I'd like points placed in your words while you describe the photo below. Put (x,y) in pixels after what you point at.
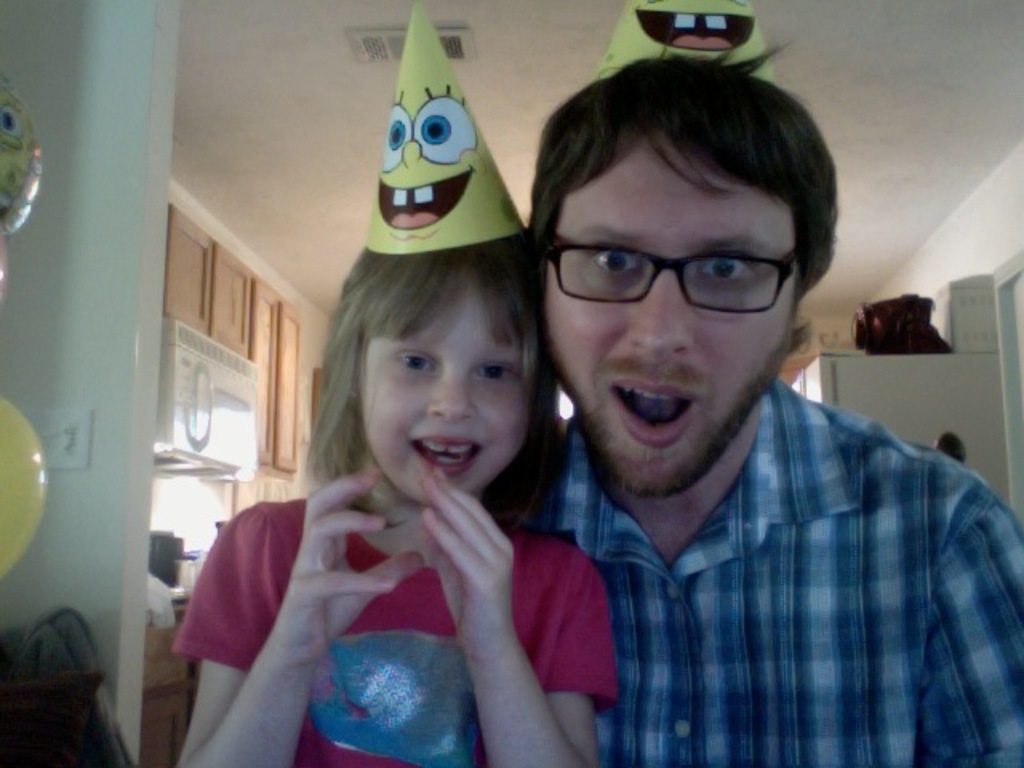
In this image I can see two people (611,641) with blue and pink color dresses (833,657). I can see one person (655,333) is wearing the specs (716,271) and these people (581,318) are also wearing the yellow color caps (461,141). In the back (300,359) I can see the microwave oven (196,462) and the cupboards (220,328).
